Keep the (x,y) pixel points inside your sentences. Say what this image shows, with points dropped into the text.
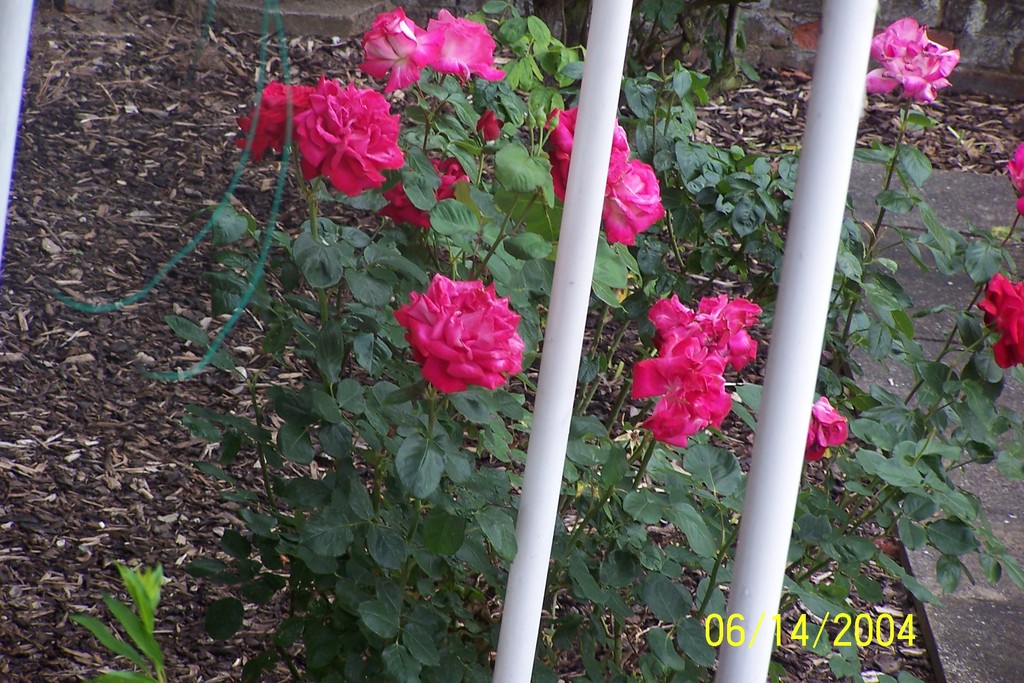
In this picture there are pink color flowers (562,191) on the plants (805,551). In the foreground (541,374) there is a railing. At the bottom (109,514) there are dried leaves (181,495) and there is a road (1012,597). At the back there is a wall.
